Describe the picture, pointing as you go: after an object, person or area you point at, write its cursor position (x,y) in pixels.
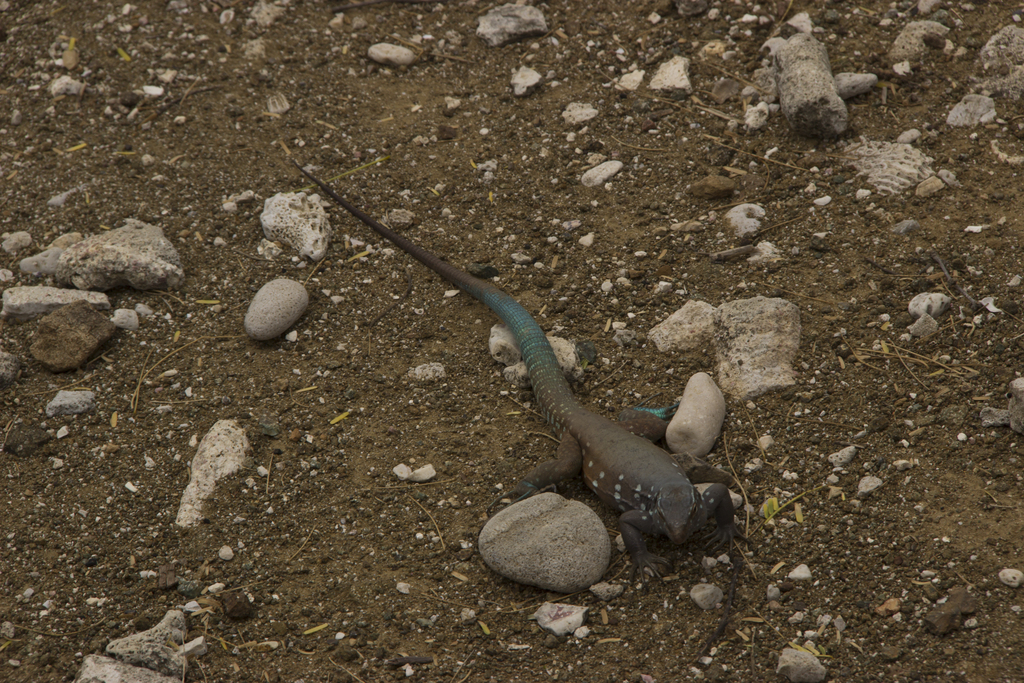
In this image, in the middle (641,408), we can see a reptile (626,541) which is between stones (720,417). In the background (451,127), we can see a land (341,323) with some stones (703,335).
